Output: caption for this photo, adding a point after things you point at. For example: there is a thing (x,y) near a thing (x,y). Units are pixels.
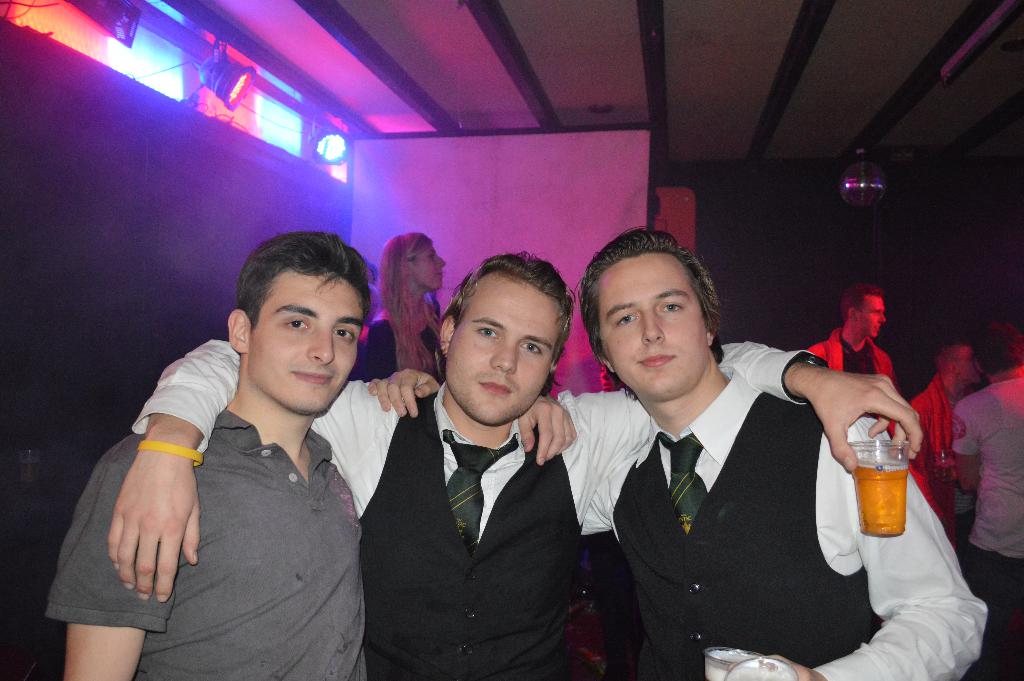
In this image I can see three men (710,541) standing and one man (842,420) is holding a beer glass (877,487). At background (424,324) I can see a woman (409,316) standing. At right side of the image (1004,437) I can see people (965,387) standing. These are the show lights (337,156) which are attached to the wall (222,107).
